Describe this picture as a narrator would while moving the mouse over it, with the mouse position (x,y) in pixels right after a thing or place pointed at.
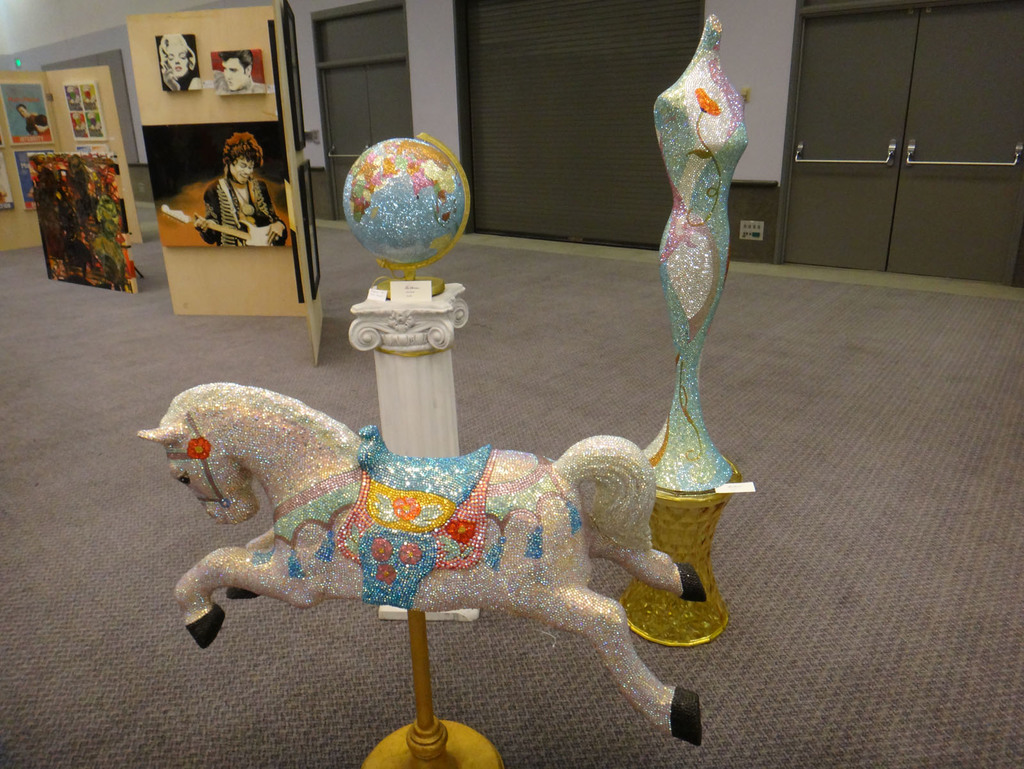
There is a toy horse (385,512), globe (390,211) and a sculpture (688,318). There are photo frames (95,120) and a door (868,162) at the back (902,186).
